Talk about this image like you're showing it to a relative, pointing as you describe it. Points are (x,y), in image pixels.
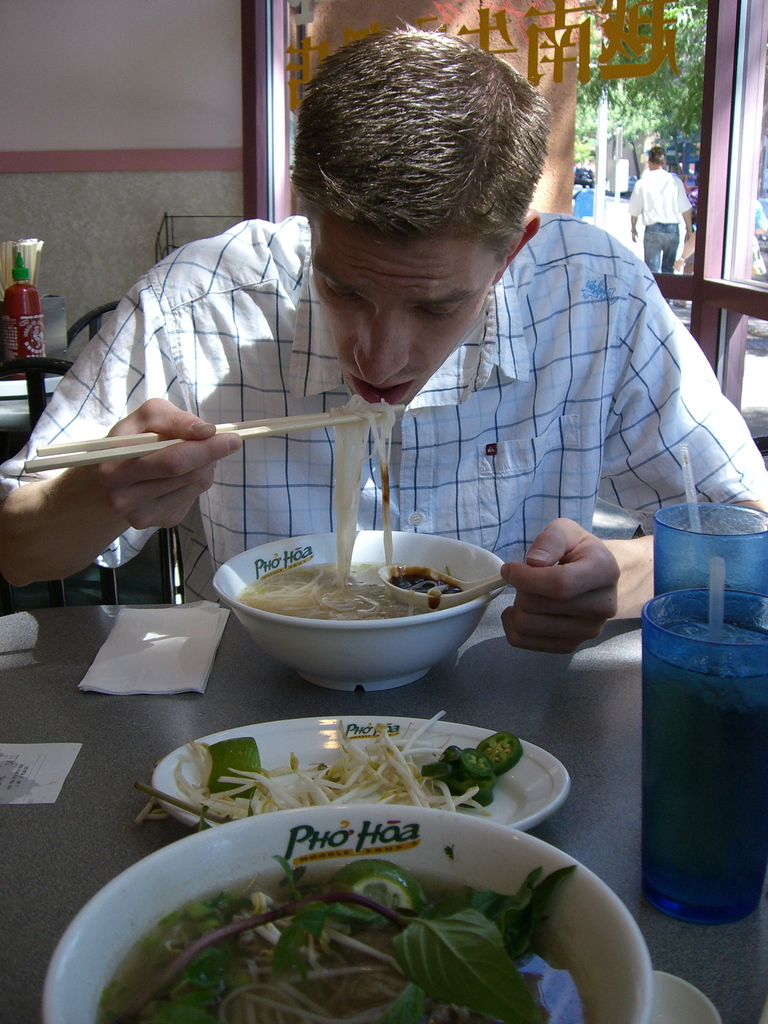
In this image, we can see a person (61,496) is holding chopsticks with some food (360,427). Here we can see bowls (380,826) and plate (241,733) with some food (470,889) on the surface (50,879). Here we can see glasses (666,809), straws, tissues (124,656), paper (51,796) and few objects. Background (571,114) we can see glass windows (581,108), wall (134,223), chairs (90,333), table (0,405) and few items (12,306).
